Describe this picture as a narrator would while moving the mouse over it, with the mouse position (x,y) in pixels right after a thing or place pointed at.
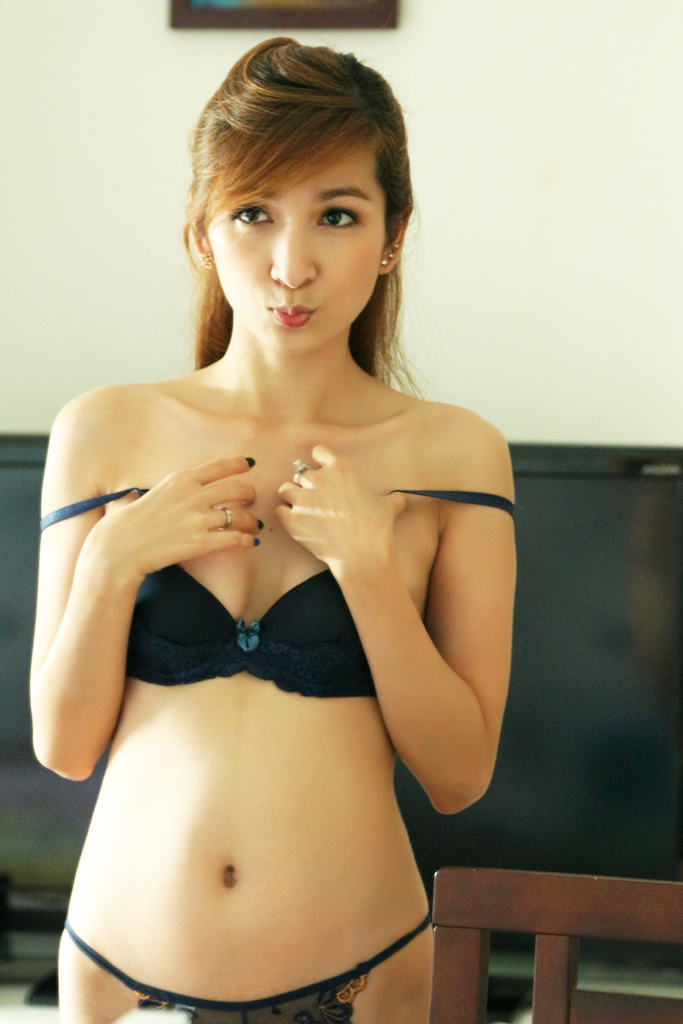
This is the woman (346,593) standing. She wore a bikini dress (308,997). This looks like a chair (486,893). In the background (436,105), this is the wall (176,107).
